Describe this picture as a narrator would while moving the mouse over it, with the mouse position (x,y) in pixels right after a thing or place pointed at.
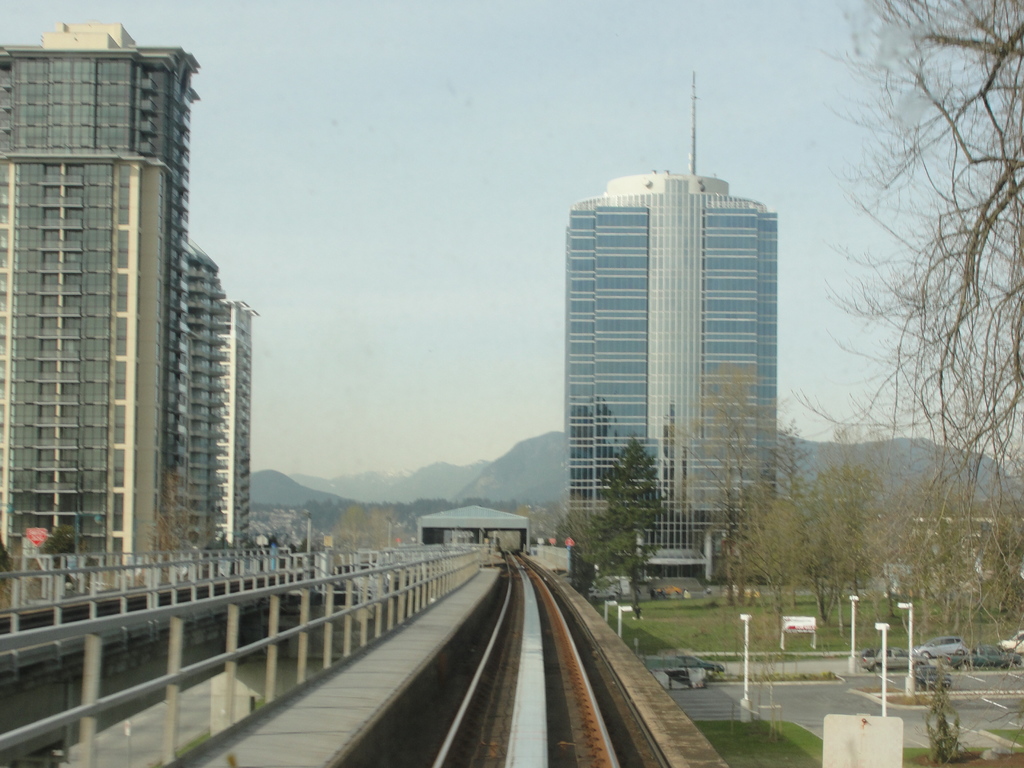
This image is clicked on a railway bridge (418,702). Beside the track (492,632) there is a railing (436,592). In the background (132,425) there are buildings (646,420) and trees (633,554). Behind the buildings (583,471) there are mountains (820,448). At the top (446,97) there is the sky (363,90). In the bottom right (785,697) there is a road (899,677). There are vehicles (900,653) parked in a parking lot (842,687). Beside the road (750,662) there are street light poles (744,629). There is grass (724,629) on the ground (693,623).
